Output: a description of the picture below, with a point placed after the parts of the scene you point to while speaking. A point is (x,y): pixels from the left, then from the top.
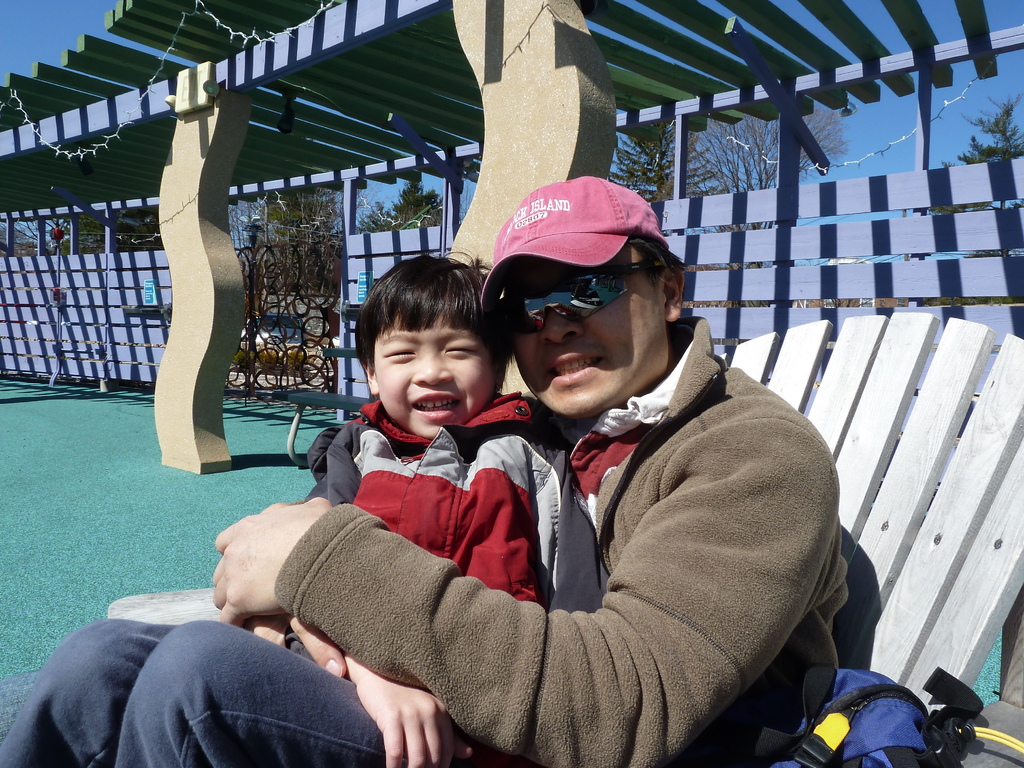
In this picture I can observe a man (592,324) and boy (417,487) sitting on the chair (854,597) in the middle of the picture (473,495). Man (527,376) is wearing spectacles (614,265) and cap (592,261) on his head (639,376). In the background (111,290) I can observe wooden wall (707,258) and some trees (712,154).
